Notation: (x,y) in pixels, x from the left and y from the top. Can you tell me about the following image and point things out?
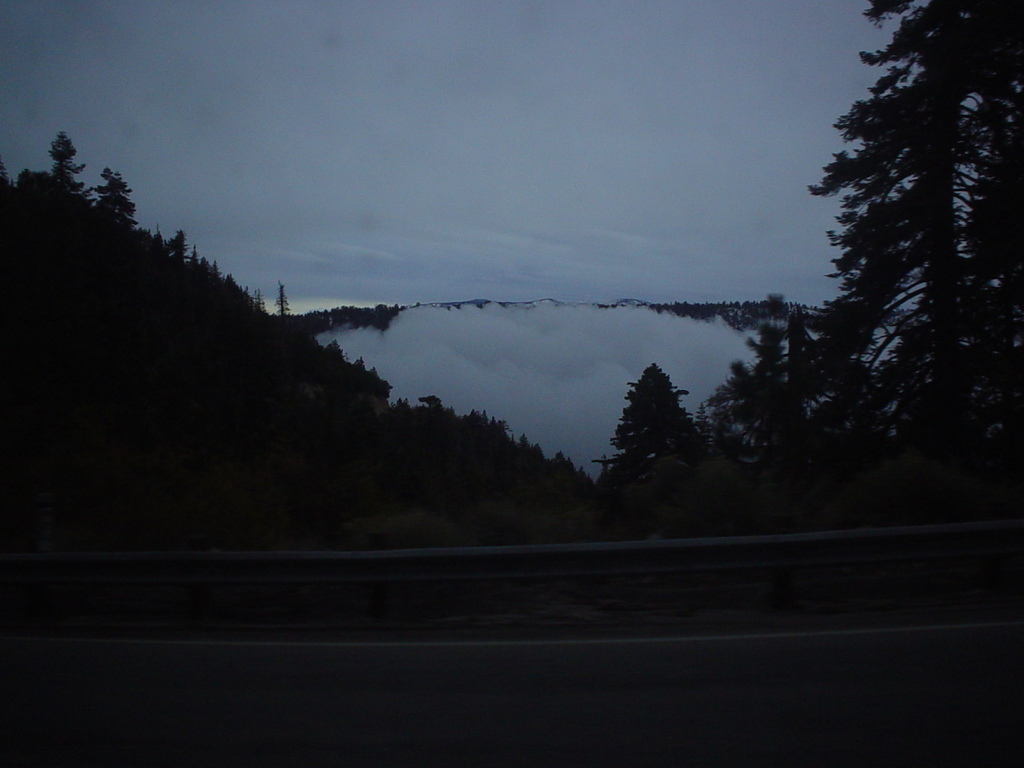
In this picture there are trees (84,376) on the mountain (652,495). At the top (630,140) there is sky (363,146) and there are clouds (454,109). At the bottom (554,713) there is a road (672,695) and there is a railing (622,558) beside the road (583,654).
